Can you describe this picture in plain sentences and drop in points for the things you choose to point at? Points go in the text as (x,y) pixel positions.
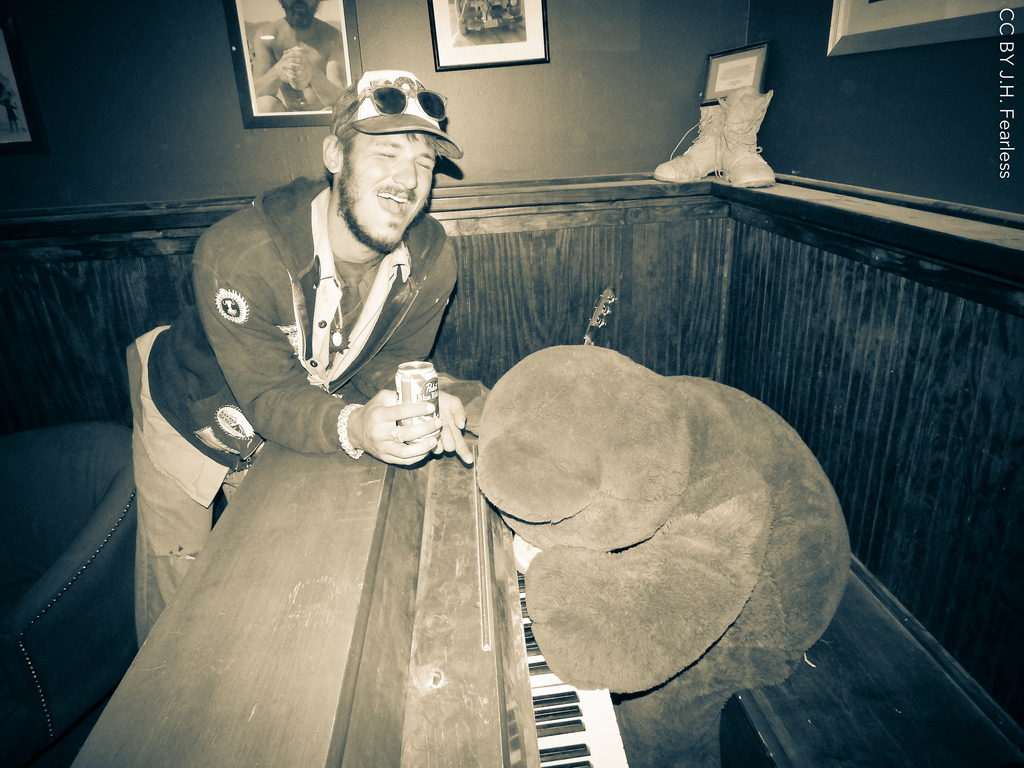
This is an edited image and here we can see a person (247,299) wearing glasses (378,90) and a cap (395,130) and holding a tin (413,400) and we can see a teddy bear (560,536) on the bench (778,720) and there is a piano (391,603). In the background (463,83), there are frames (539,52) on the wall (566,77) and we can see a shoes (741,116) and there is some text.
